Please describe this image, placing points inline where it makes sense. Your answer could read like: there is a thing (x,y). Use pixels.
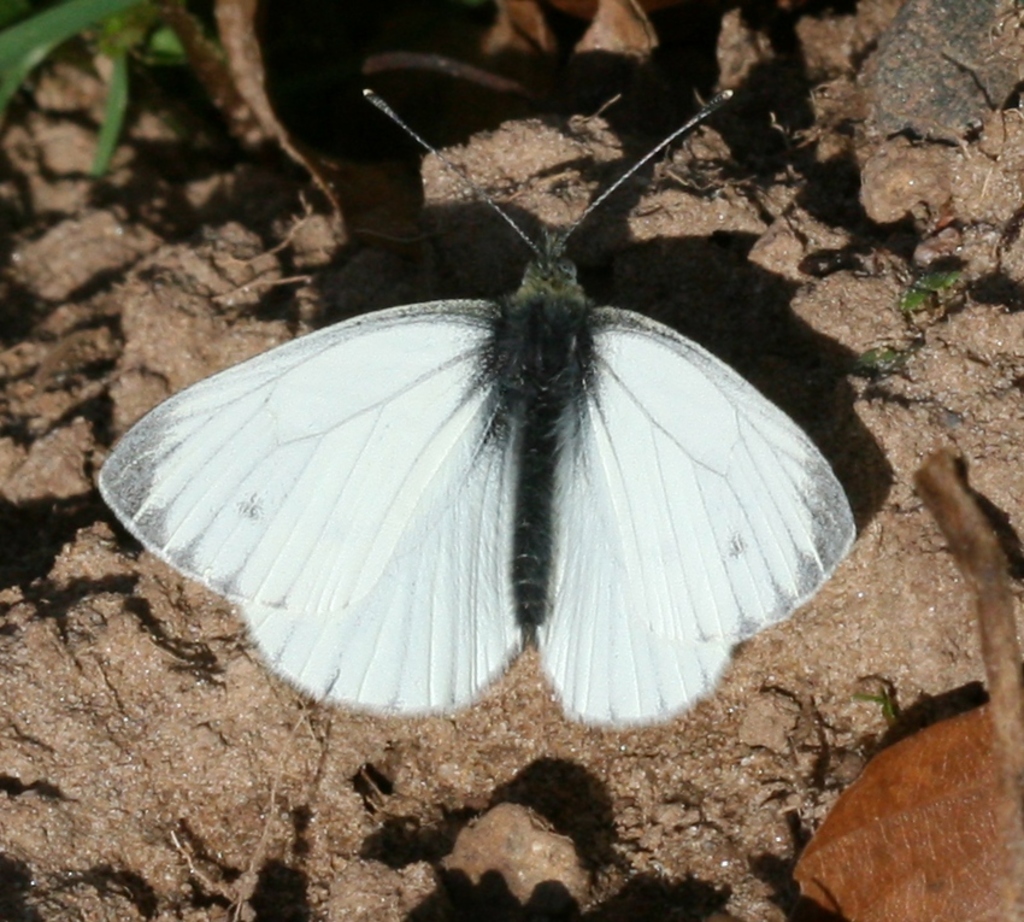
This is the picture of a butterfly (442,470) which is in black and white color on the floor (163,839) which has some sand (962,335) and stones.
